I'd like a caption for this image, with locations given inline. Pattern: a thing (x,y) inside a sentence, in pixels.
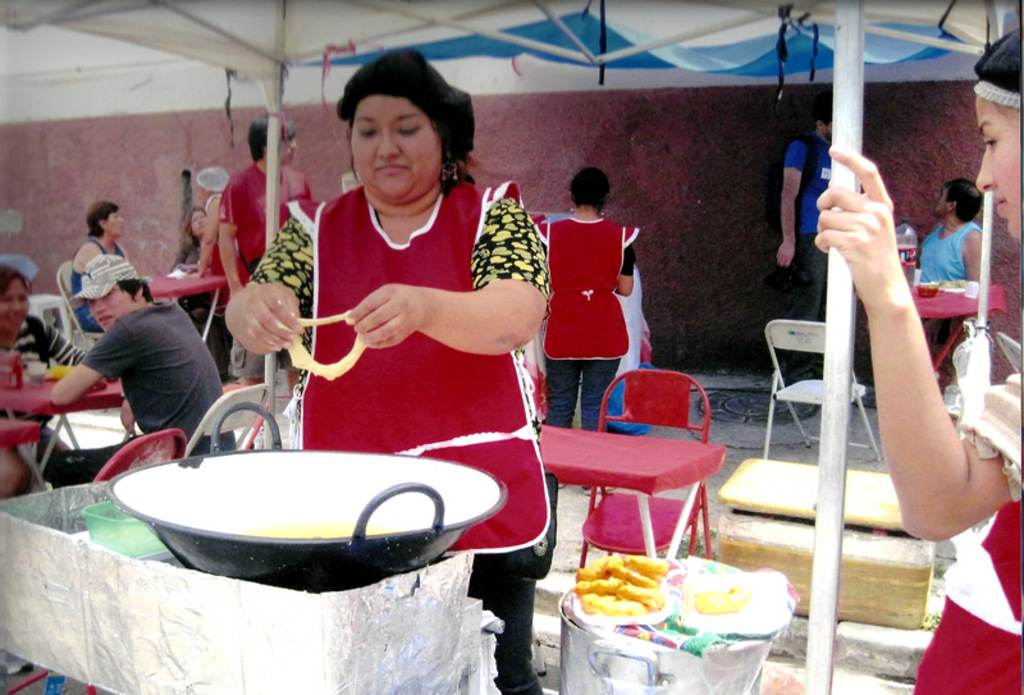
In this image we can see few people (498,250), some of them are standing and some of them are sitting on the chairs (263,403), a person (344,448) is holding an object (336,320), there is a frying pan (226,518) in front of the person (487,535) and there are food items (583,590) on an object (653,651) beside the person (500,429) and the wall (558,157) in the background (559,157).
